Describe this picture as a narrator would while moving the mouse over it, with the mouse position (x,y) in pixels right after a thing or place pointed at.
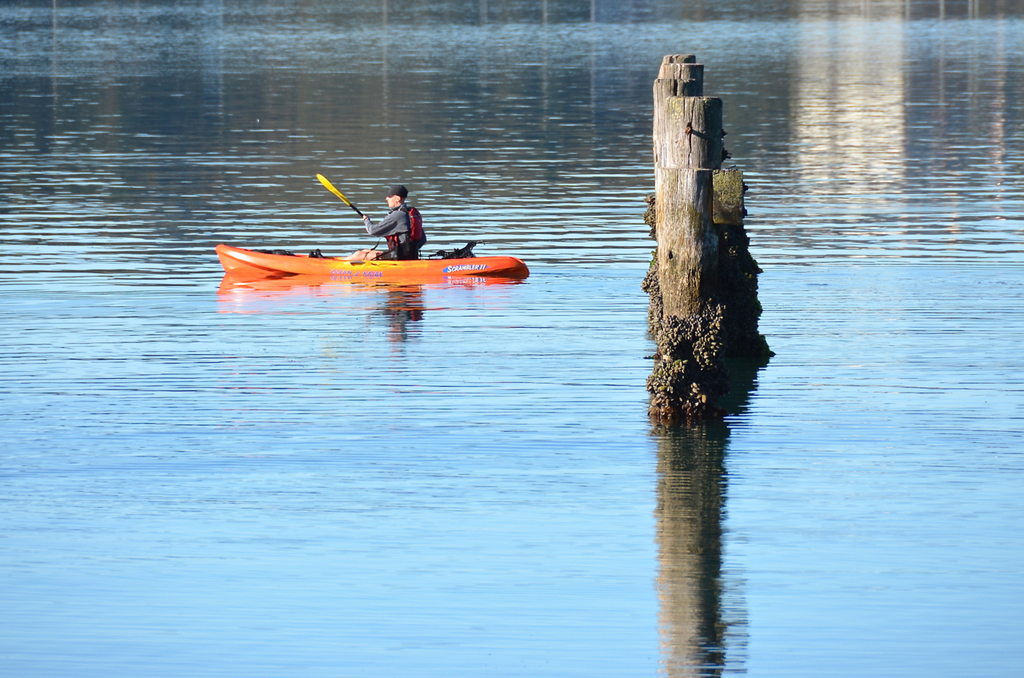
In this image there is one river (467,536) in the river (250,291) there is one boat (454,264), in the boat (239,260) there is one person (385,225) who is sitting and in the center (682,245) there is a wooden stick (689,285).
